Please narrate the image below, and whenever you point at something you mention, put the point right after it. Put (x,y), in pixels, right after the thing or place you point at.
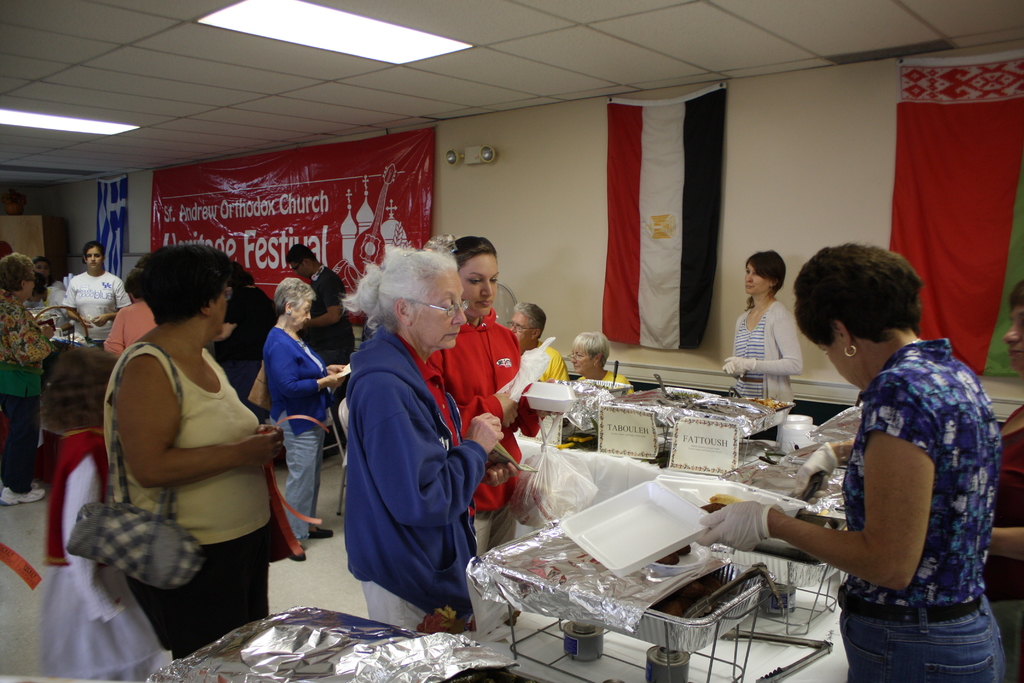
In this image we can see many persons (381,356) standing on the floor (339,556). On the right side of the image (691,401) we can see food items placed in a trays (644,562) on the table (620,675). In the background (996,209) we can see persons (309,266), flags (947,204) and advertisements (290,194).
